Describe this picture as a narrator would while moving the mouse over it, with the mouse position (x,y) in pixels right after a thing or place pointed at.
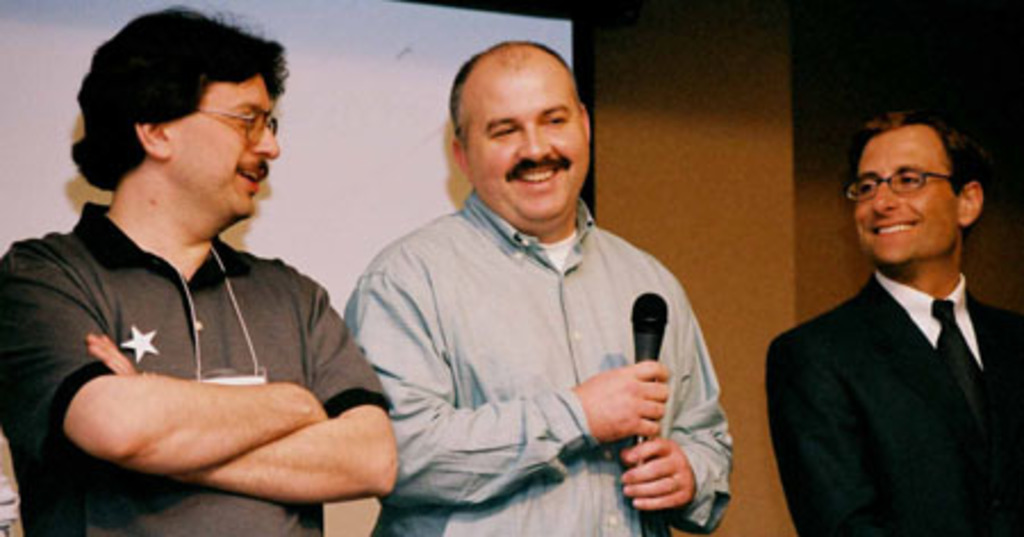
On the background (688,75) we can see a wall (743,92) and a board (431,40). Here we can see a man (577,131) standing in the middle (487,336), holding a mike (649,338) in his hand (657,378) and smiling. Beside to him we can see two other men (948,293) wearing spectacles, staring at him and smiling.
